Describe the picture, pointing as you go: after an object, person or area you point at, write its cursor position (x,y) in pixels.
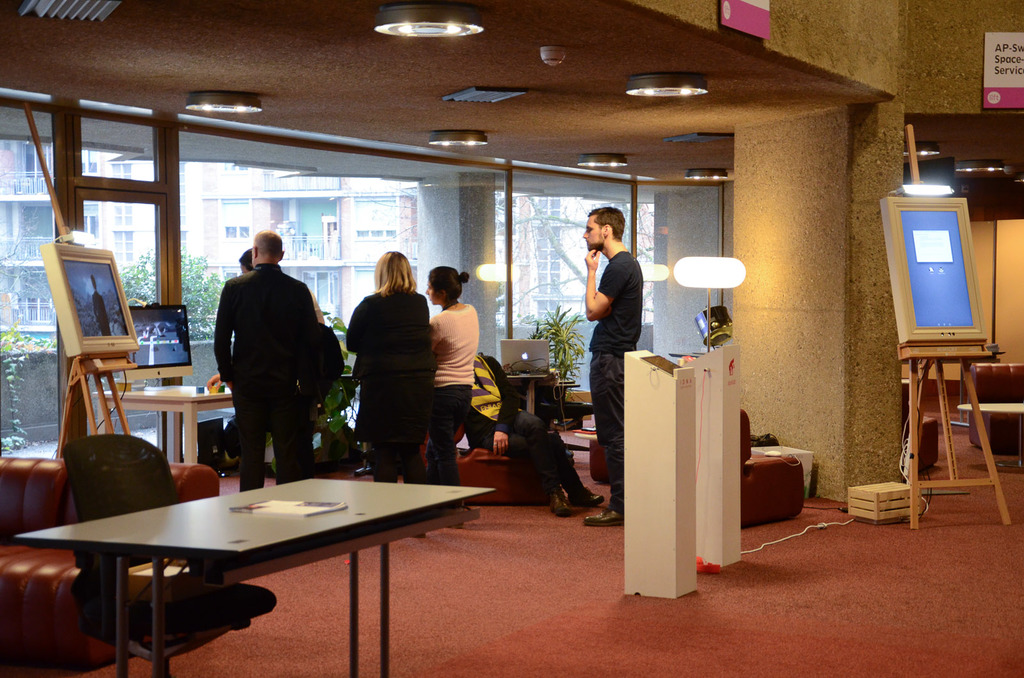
It is a room (509,478) nearly there are six people (456,426), two women (457,409) and a man (601,397) standing behind them. These people (217,346) are watching laptops (165,337) or may be screens (178,306), outside there are trees (210,301) and one table (264,532) is there with a chair (106,516) and sofa set (27,586) also present and a carpet (638,615) also present, in the room (443,46) we are having the lights (455,33), one sign board (1002,85) and big glass door (183,193) in front of them and outside of the building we can see the trees (139,283).
